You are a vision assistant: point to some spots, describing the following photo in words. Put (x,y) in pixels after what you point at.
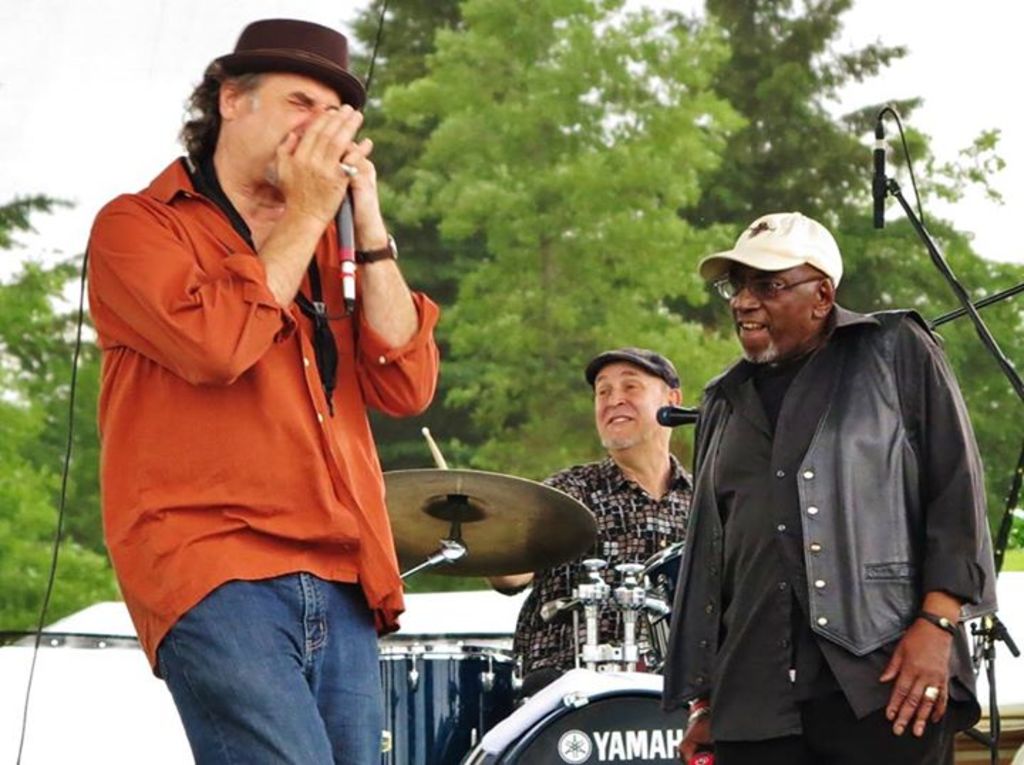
In the image there is a man (304,456) standing in the foreground (200,244) and playing a harmonica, behind him there is another person (784,533) and behind the person (709,490) there are drums (554,528) and a person (609,498) is playing the drums (667,580). In the background (19,361) there are trees (557,203).
